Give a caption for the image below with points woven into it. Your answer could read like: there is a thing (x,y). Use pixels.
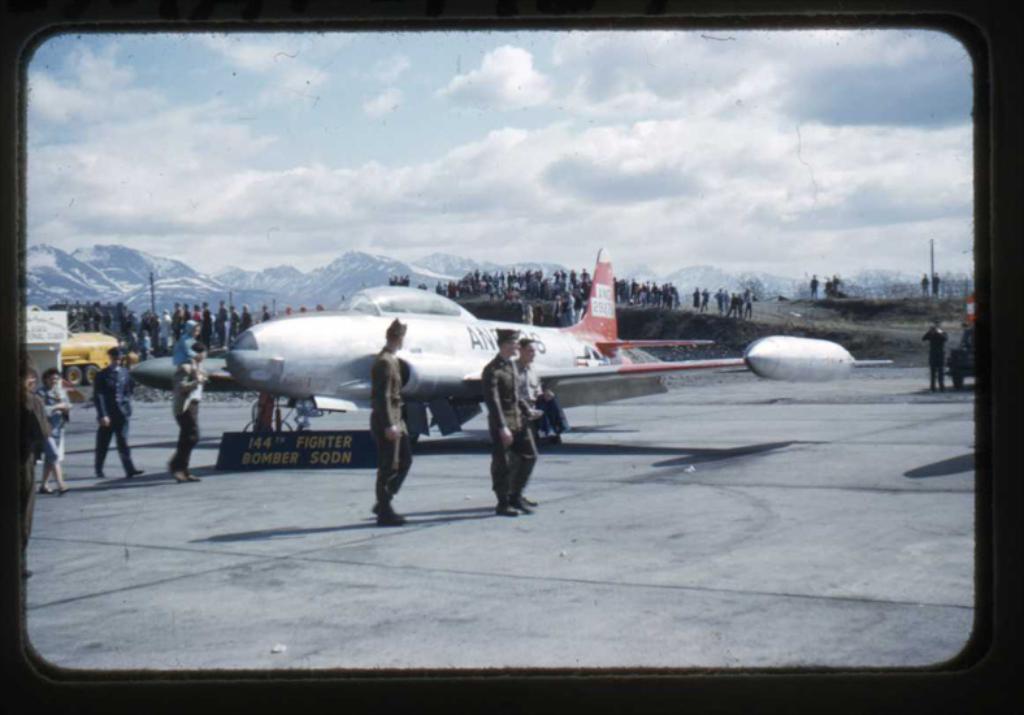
In this image we can see airplane (424,300), people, vehicles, board (331,462) with some text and we can also see the sky (376,174).
